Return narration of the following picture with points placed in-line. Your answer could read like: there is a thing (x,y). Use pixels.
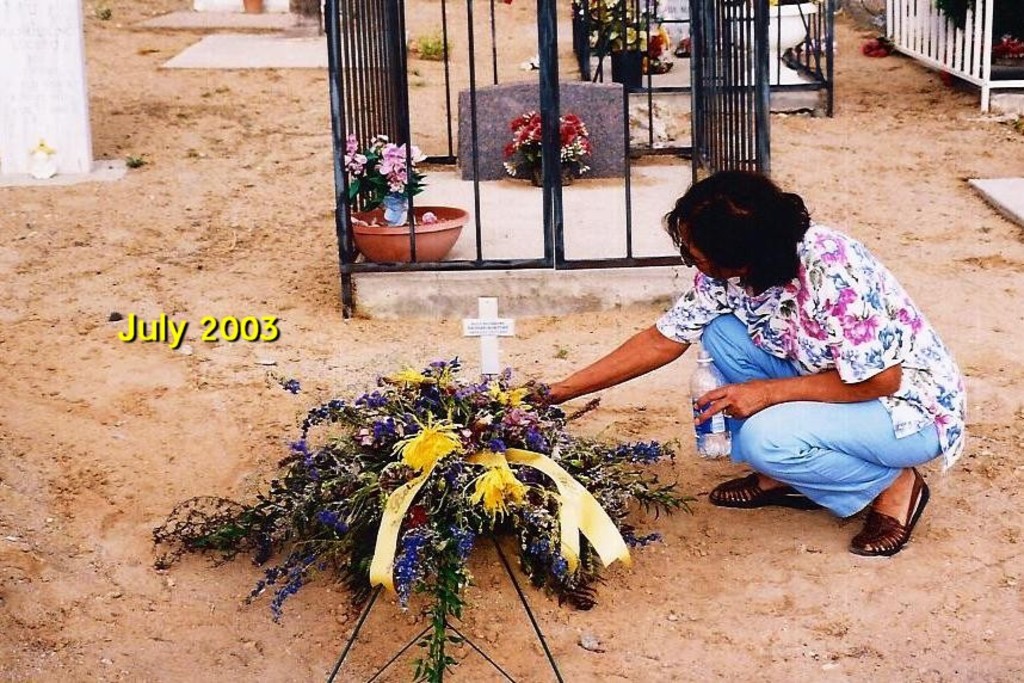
In the image we can see a woman (894,356) wearing clothes (852,367) and holding a bottle (714,384) in hand (729,396). Here we can see flower pots (417,171) and the fence (355,109). Here we can see the watermark (141,328) and the sand (107,542).
